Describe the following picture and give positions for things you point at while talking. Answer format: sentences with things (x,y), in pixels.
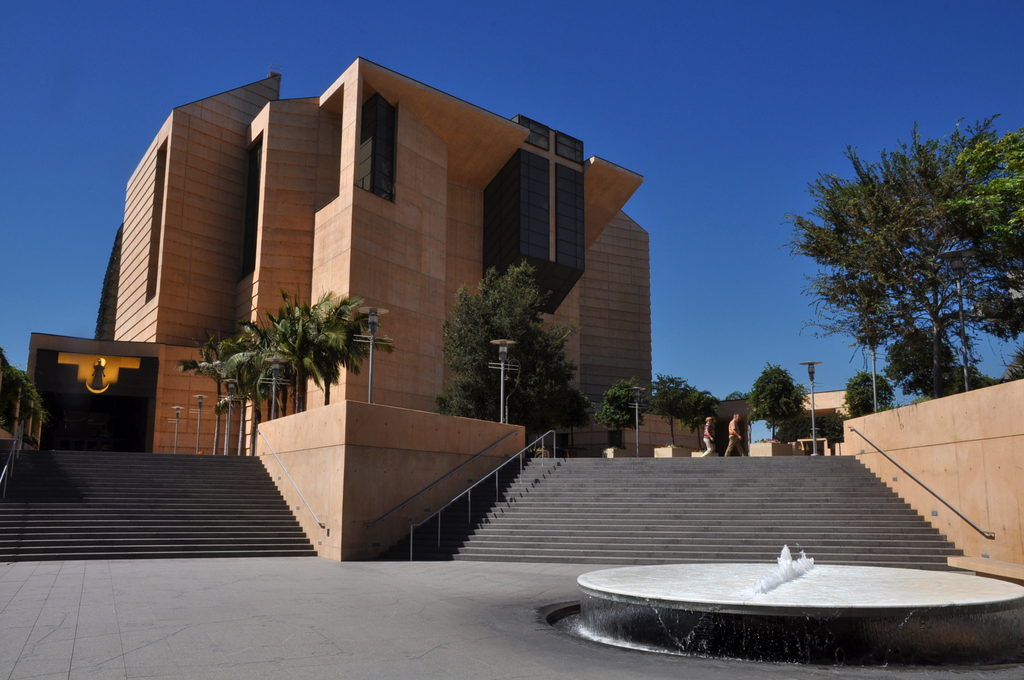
In this image we can see a building (348,233). In front of the building (151,372) there are trees (535,430), poles (500,404) and steps (571,500) with railings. On the right side (938,344) there are trees (899,304). And there is a fountain (787,581). And there are two persons (732,434) walking. In the background (92,151) there is sky (108,125).
